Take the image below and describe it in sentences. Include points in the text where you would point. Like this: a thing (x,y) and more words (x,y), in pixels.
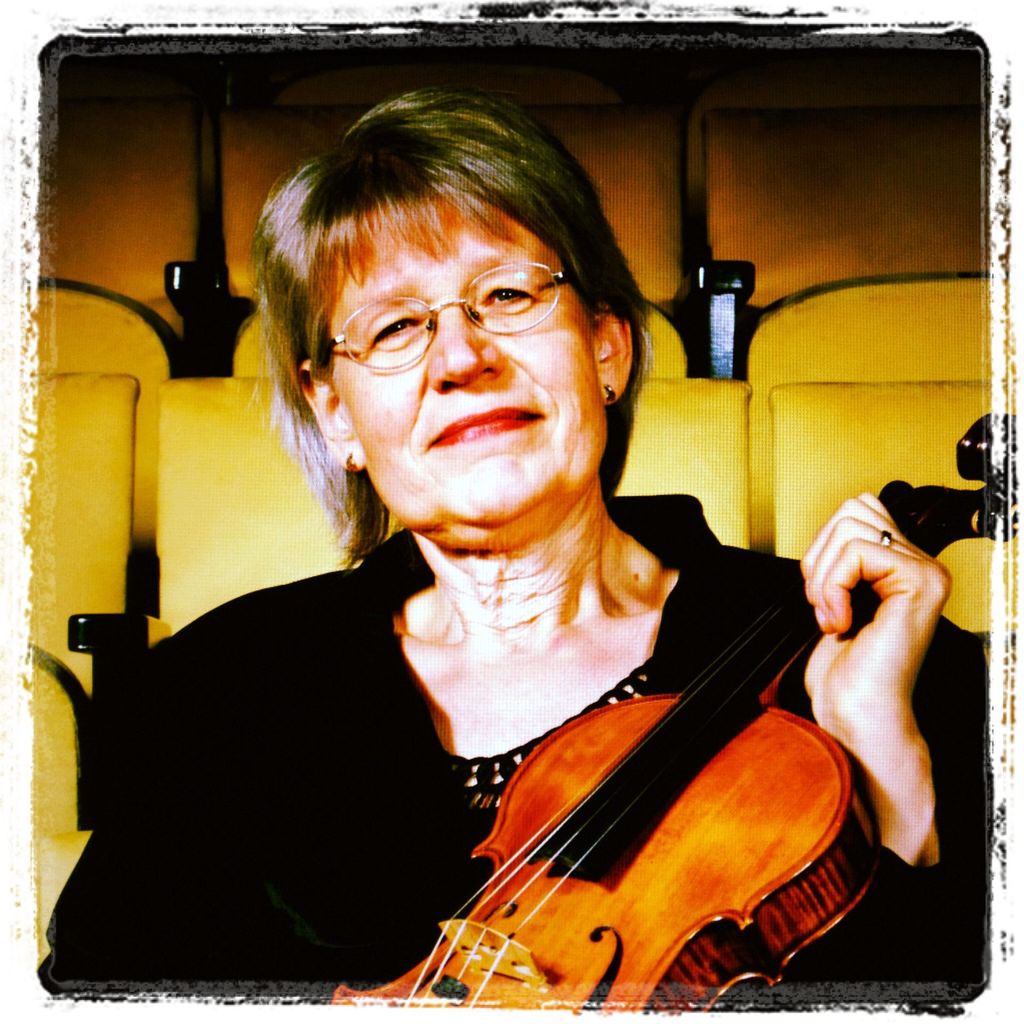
This image consists of a woman (421,549) holding a violin (511,856) in her hand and having smile (516,417) on her face (494,426). In the background (737,403) there are yellow colour chairs (772,414) which are empty.
